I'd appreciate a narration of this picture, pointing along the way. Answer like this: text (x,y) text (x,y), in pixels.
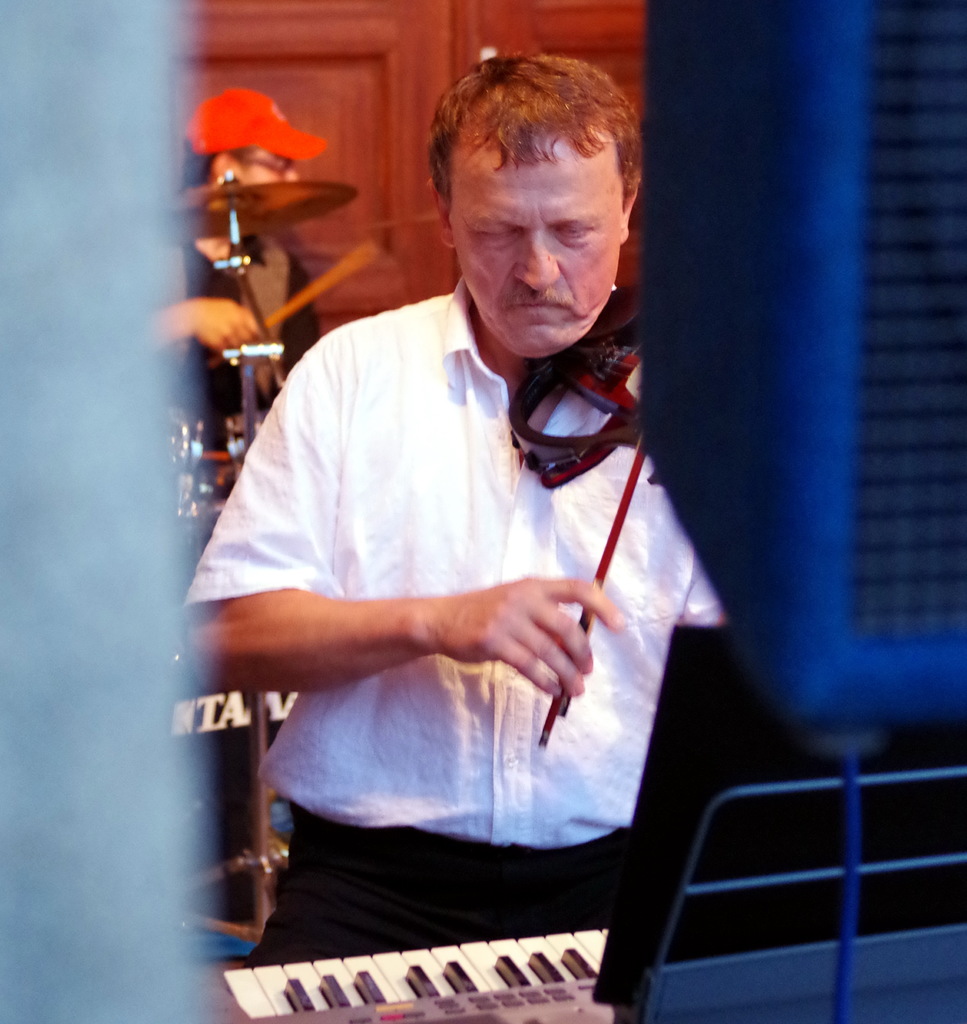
In the picture there is a person (375,736) playing violin (625,435) and behind him another person (201,294) is playing drums (204,435), there is a piano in front of that person (597,872).
